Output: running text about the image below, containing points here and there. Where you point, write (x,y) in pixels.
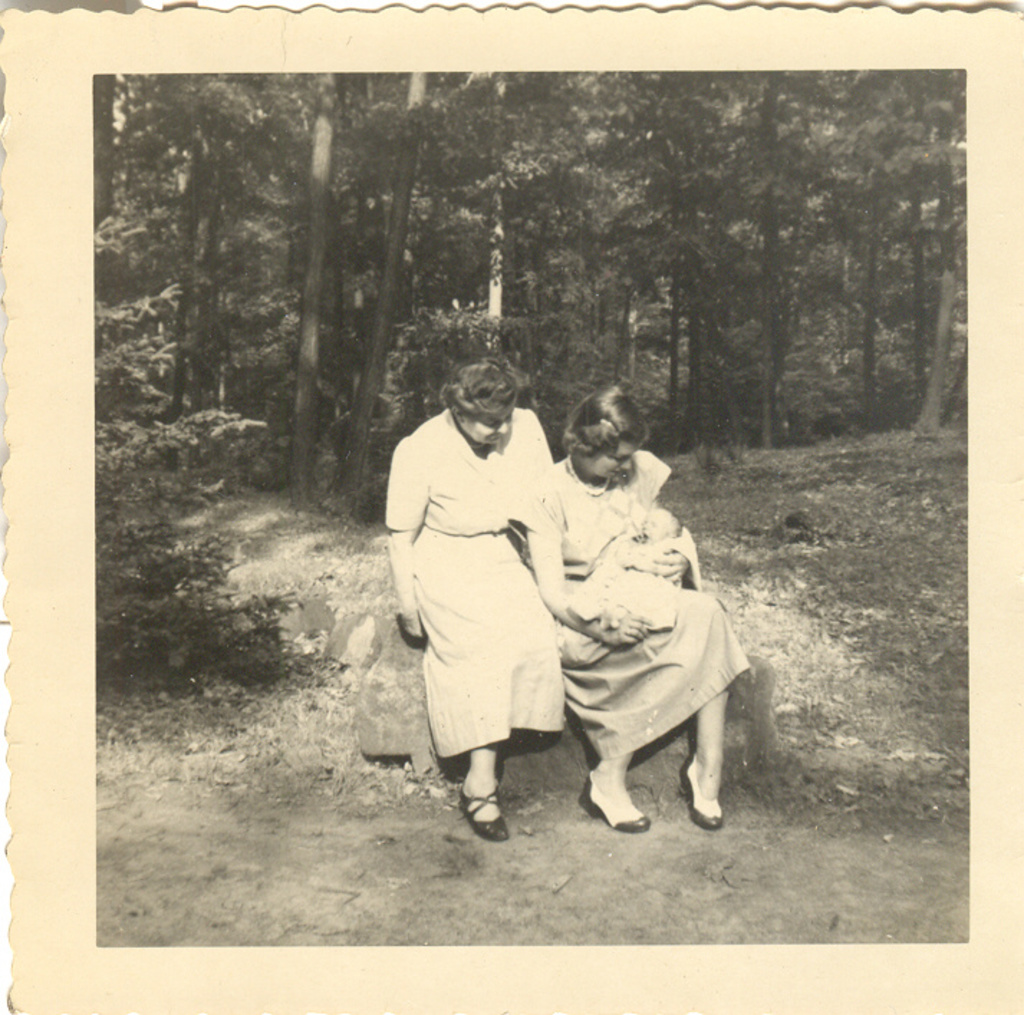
There is a photo of a picture. In this picture, there are two persons (487,590) wearing clothes (589,520) and sitting on the rock (388,699) in front of trees (620,127).
